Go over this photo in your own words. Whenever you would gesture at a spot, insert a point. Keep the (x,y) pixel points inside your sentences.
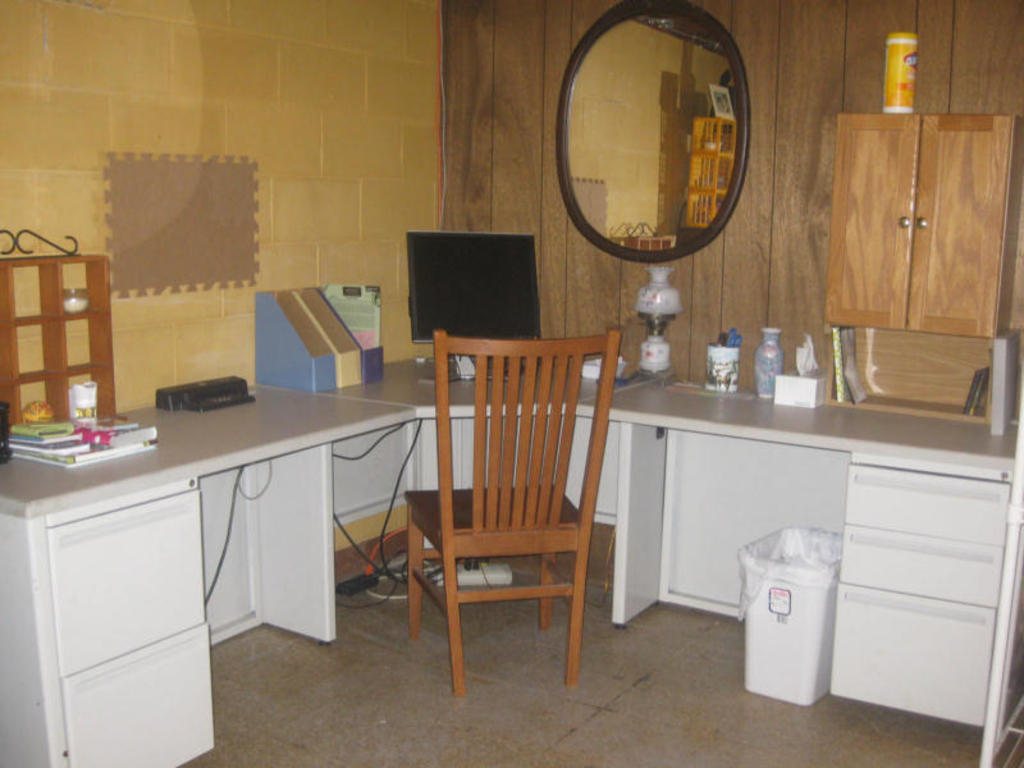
This image is clicked in a room (329,627). There is a table (862,654), there is a garbage bin (790,571), there is a chair (552,447). On the table (93,484) there are books (147,432), bottles (761,390), tissue papers (806,385), computer (500,297) and there is a mirror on the top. There is a cupboard (981,227) on the right side (947,240) and on that cupboard (866,122) there is some box (913,91).
